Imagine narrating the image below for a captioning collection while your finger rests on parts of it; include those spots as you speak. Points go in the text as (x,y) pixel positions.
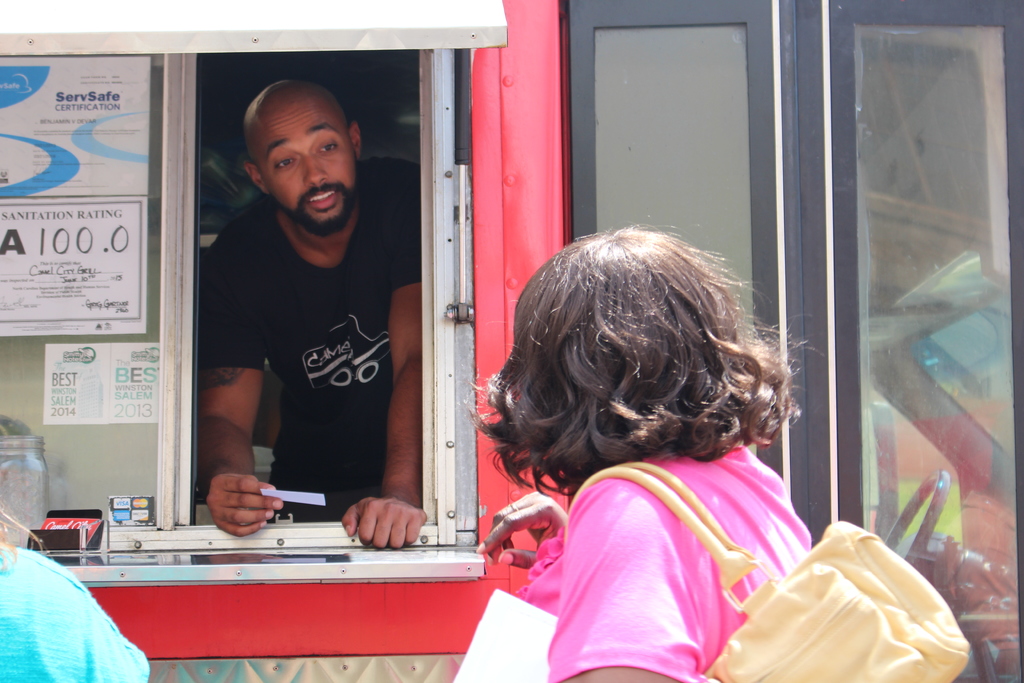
In this image, we can see people (598,541) and one of them is wearing a bag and holding a paper (514,631). In the background (224,141), there is a vehicle (578,156) and we can see some doors (738,179) and some posters (70,330) and some other objects (64,515) and there is a person (284,408) standing and holding a paper (274,494).
